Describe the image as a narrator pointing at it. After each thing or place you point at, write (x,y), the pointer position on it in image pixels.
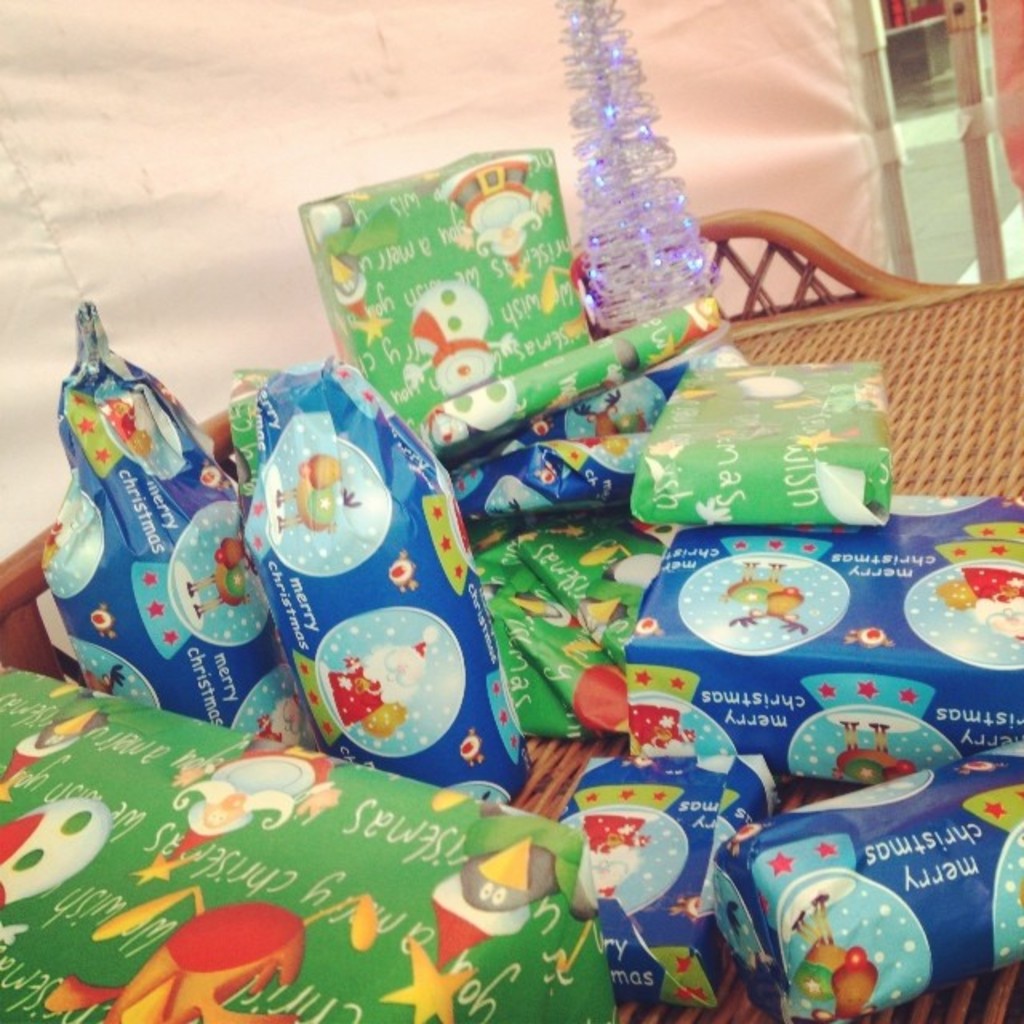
In this picture we can see an object (659,194), gift packets (829,652), basket (924,400), cloth (416,147) and in the background (960,44) we can see some objects (905,88).
